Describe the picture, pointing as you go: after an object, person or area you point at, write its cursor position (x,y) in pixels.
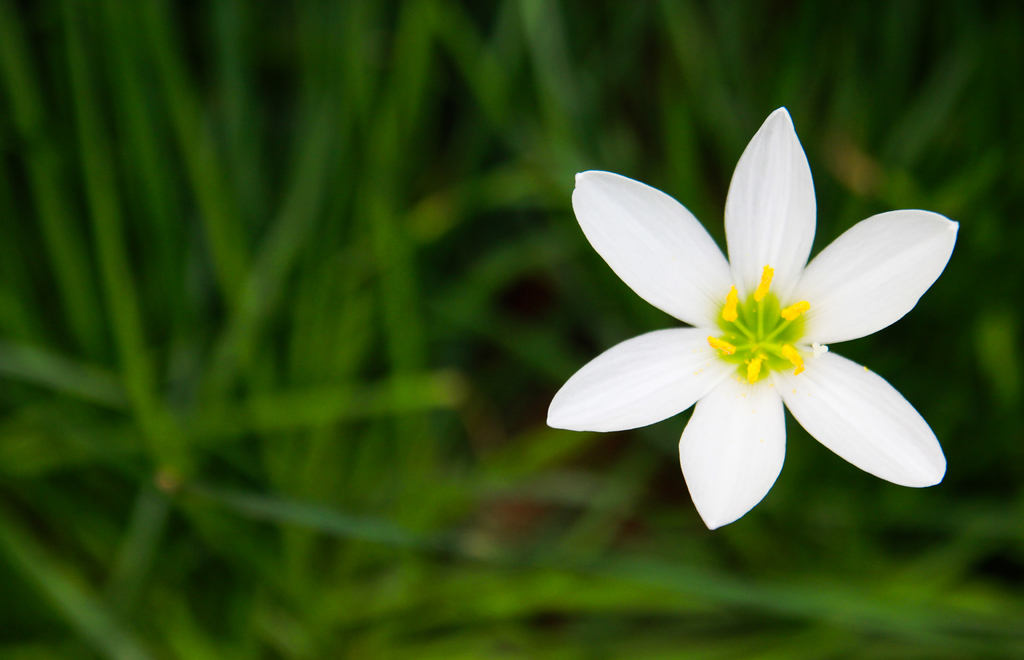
In this picture in the front (778,354) there is a flower (750,358) which is white in colour and on the flower (769,352) there are yellow colour buds (731,306). In the background (369,271) there is greenery (394,232).
